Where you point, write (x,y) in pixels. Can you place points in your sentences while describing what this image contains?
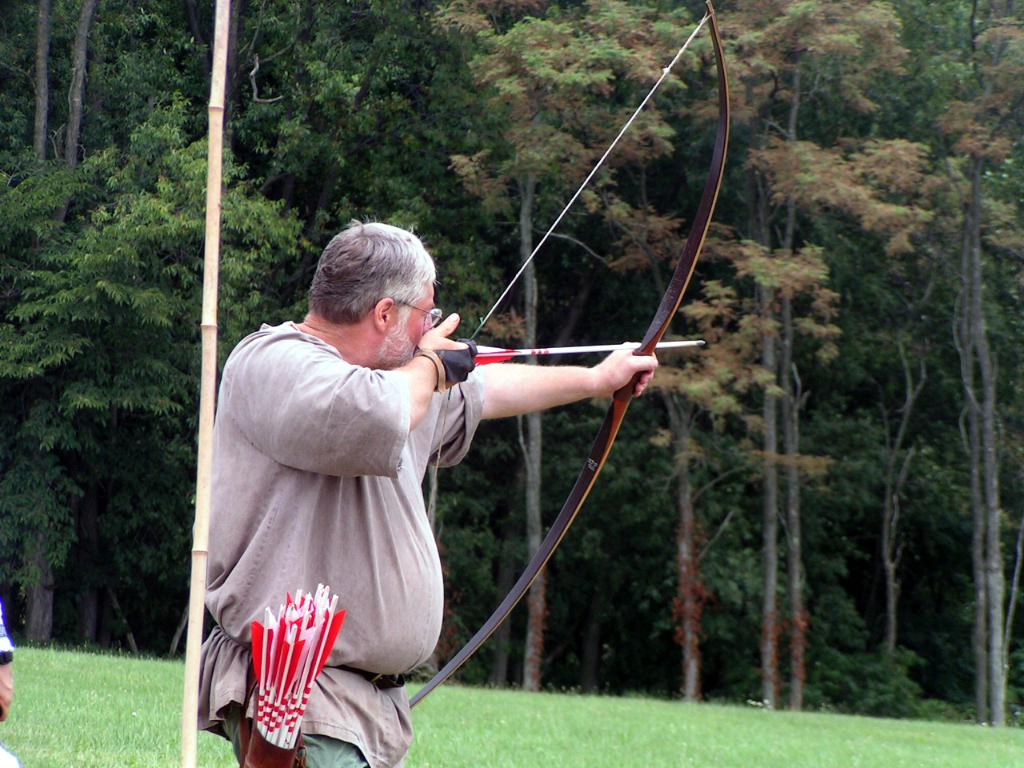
In this image we can see a man (338,420) is shooting by using longbow (551,559) and arrow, behind him one bamboo (187,752) is present. Background of the image (973,129) so many trees (131,356) are there. The land (596,735) is full of grass (760,746).
